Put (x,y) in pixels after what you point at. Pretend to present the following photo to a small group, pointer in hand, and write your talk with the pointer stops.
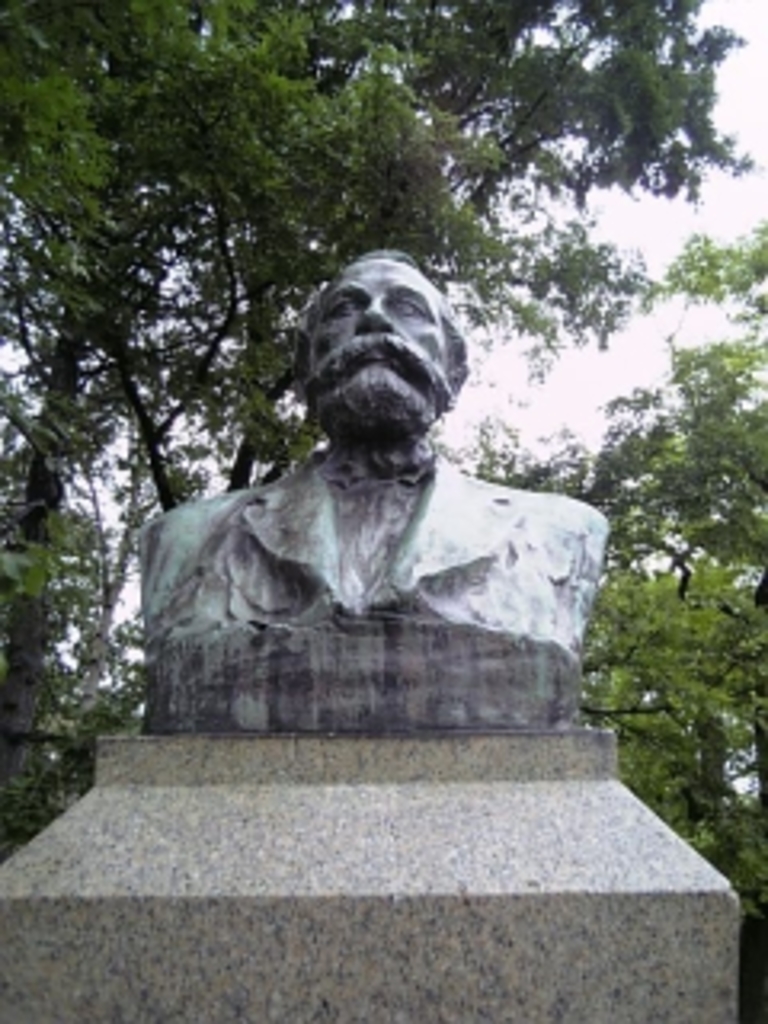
In the image there is a statue (374,559) of a man (419,566) and behind the statue (388,571) there are trees (206,265).
